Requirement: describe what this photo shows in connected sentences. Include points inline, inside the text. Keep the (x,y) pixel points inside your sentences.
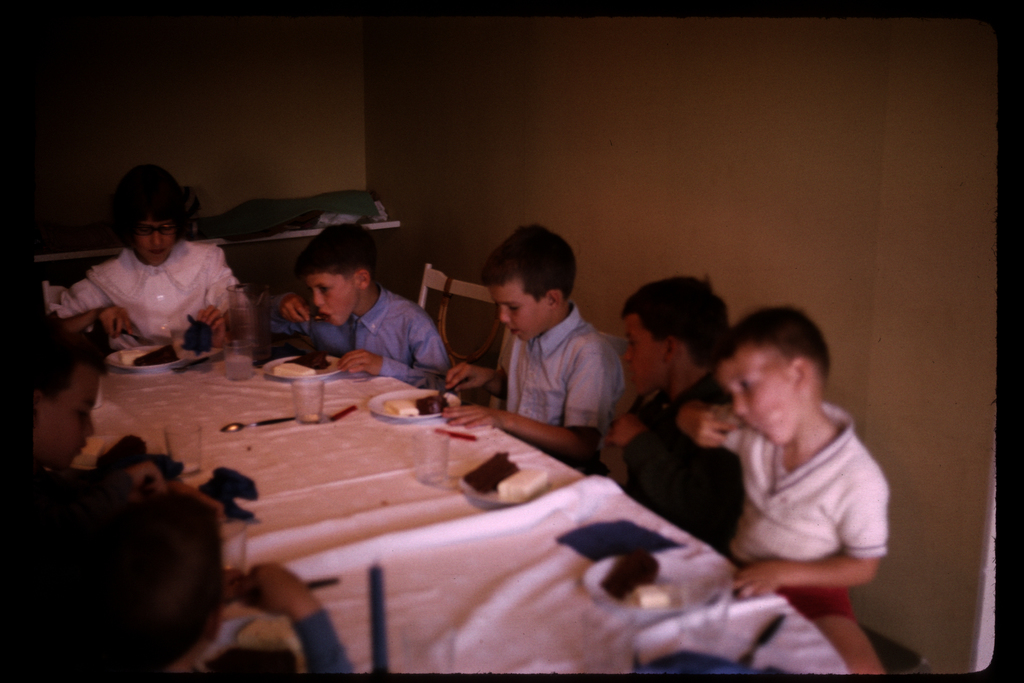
In the picture we can see a five children (798,544) sitting on the chairs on the either side of the table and two people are sitting on other side of the table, on the table (116,420) we can see a white cloth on it we can see plate (400,417) of food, glass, spoons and cloth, background (85,131) we can see wall (921,323).
